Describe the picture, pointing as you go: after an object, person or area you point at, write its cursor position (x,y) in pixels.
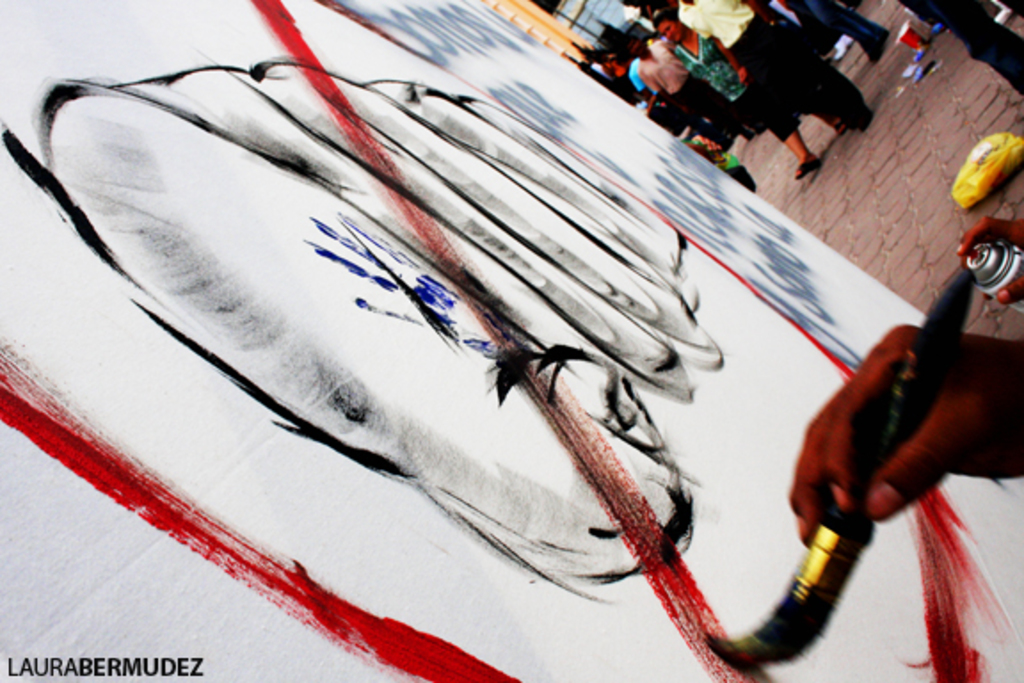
In the picture we can see some person (843,459) holding paint brush (890,435) in his hands (811,490) and painting and in the background of the picture (729,101) there are some persons (820,86) standing.
